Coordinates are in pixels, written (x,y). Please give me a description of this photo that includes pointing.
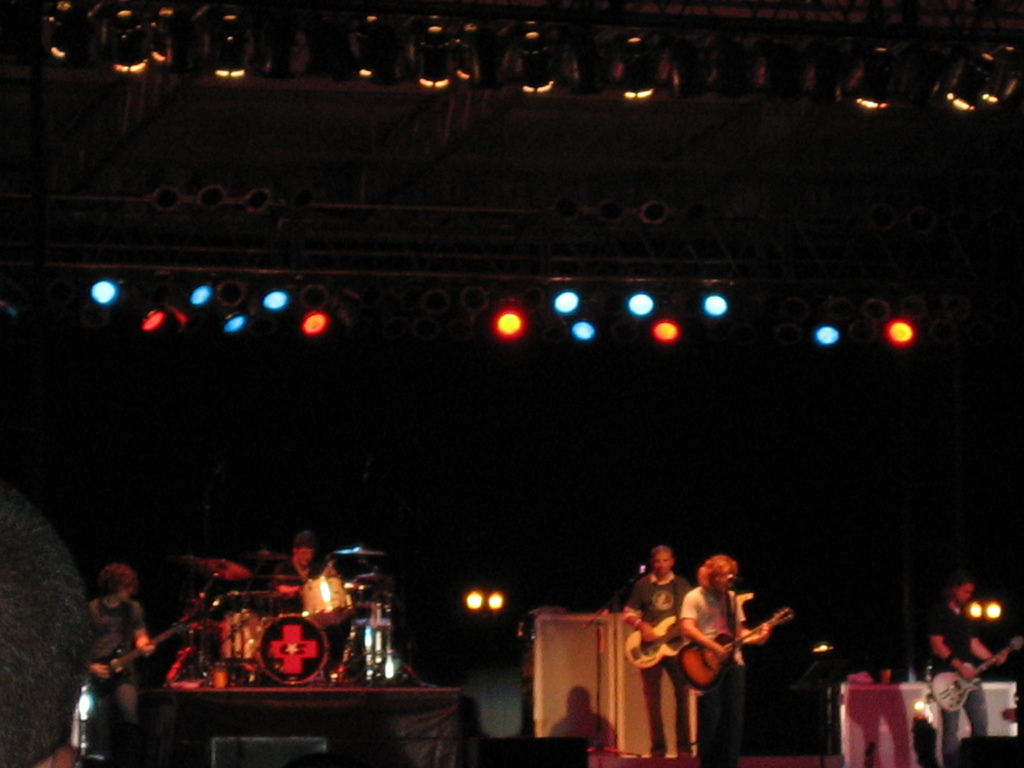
The picture is taken on the stage (413,707) where there are people (977,713) performing, at the right corner of the picture (944,718) one person (951,650) is playing a guitar (958,691) and in the middle of the picture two people (725,685) are standing and playing guitars (709,664) and in the left corner of the picture (301,601) one person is sitting and playing drums (245,650) and another person (120,650) is standing and playing guitar (114,663), behind them there is black background (529,495) and focus lights (569,304) on them.
